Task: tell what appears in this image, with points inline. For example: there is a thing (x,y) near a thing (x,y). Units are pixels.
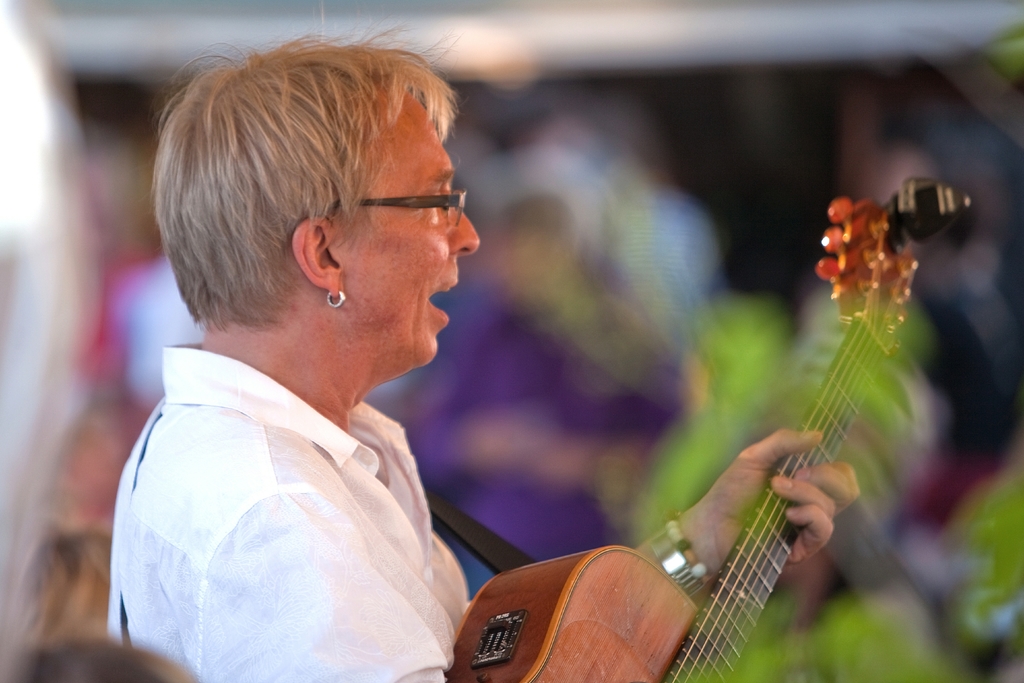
In this image we can see an old woman (322,367) is holding a guitar (547,622) in her hands (712,560).
